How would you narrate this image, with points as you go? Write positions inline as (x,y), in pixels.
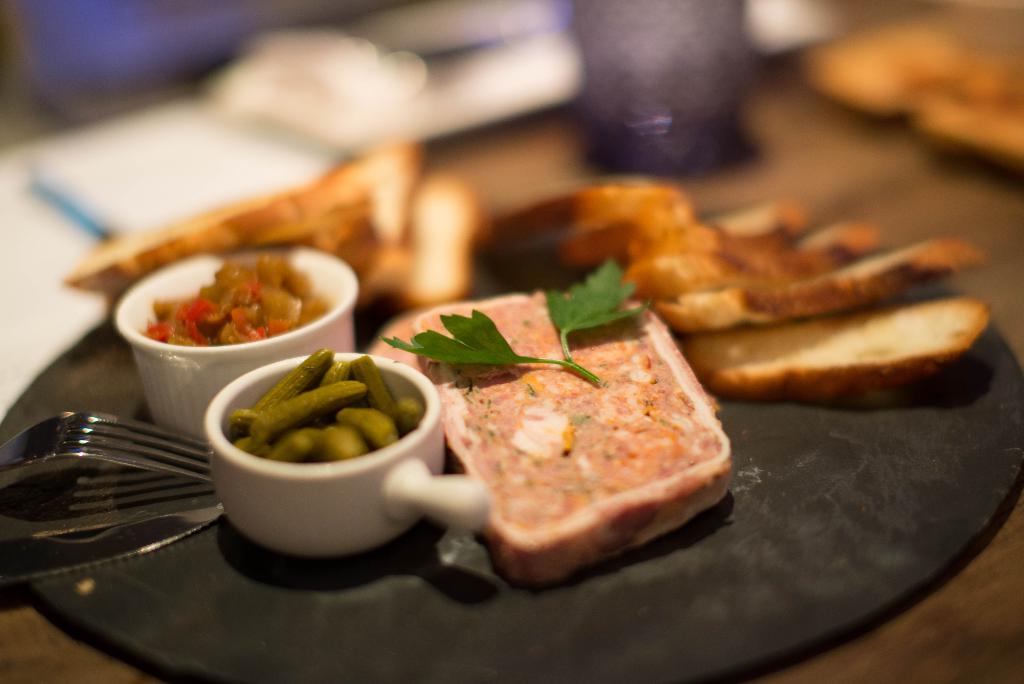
In this image I can see a black colour thing (965,526) in the front (992,392) and on it I can see different types of food (313,220), two white colour cups (312,504) and on the left side of this image (200,511) I can see a fork (13,445) and a knife (30,551). I can also see this image is little bit blurry in the background (53,311). On the top of this image (707,171) I can see a blurry thing (608,127).
